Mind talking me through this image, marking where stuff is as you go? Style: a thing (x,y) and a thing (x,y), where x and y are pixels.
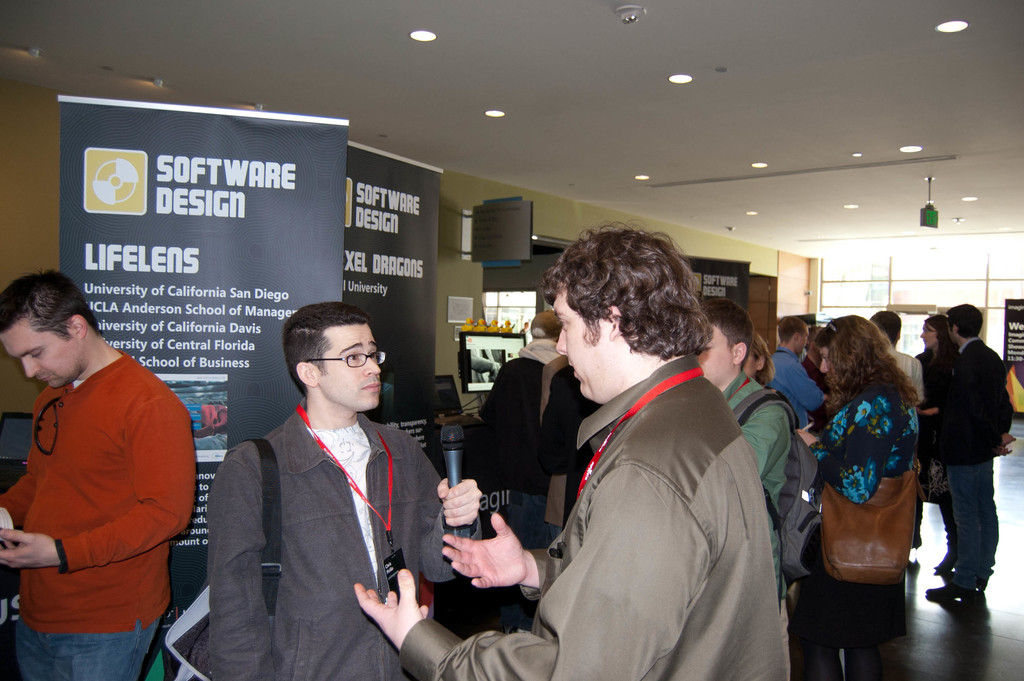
In this image I can see a group of people (530,359) are standing on the floor (923,596) and few are holding some objects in their hand (464,499). In the background (1003,320) I can see boards (399,292), posters (424,256), wall (474,285), window (919,299), lights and screen (481,364). This image is taken may be in a hall (168,20).
